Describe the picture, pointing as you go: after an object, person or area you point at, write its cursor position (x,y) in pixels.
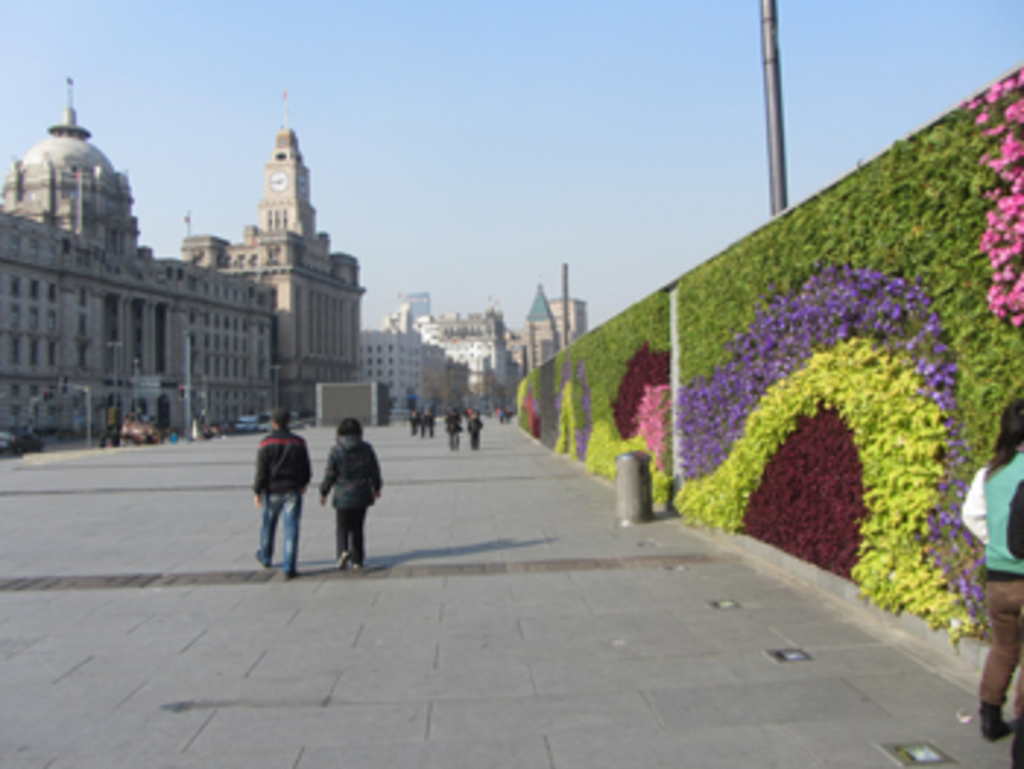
In this image there are a few people (308,474) walking on the pavement (477,504), on the right side of the image (707,382) there is a trash can (634,474) and flowers (537,428) and leaves (715,314) on the walls (759,286), behind the walls (813,208) there are metal poles (775,104). On the left side of the image (158,374) there are lamp posts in front of buildings (244,292) and there are some other objects (350,395) and there are vehicles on the road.
